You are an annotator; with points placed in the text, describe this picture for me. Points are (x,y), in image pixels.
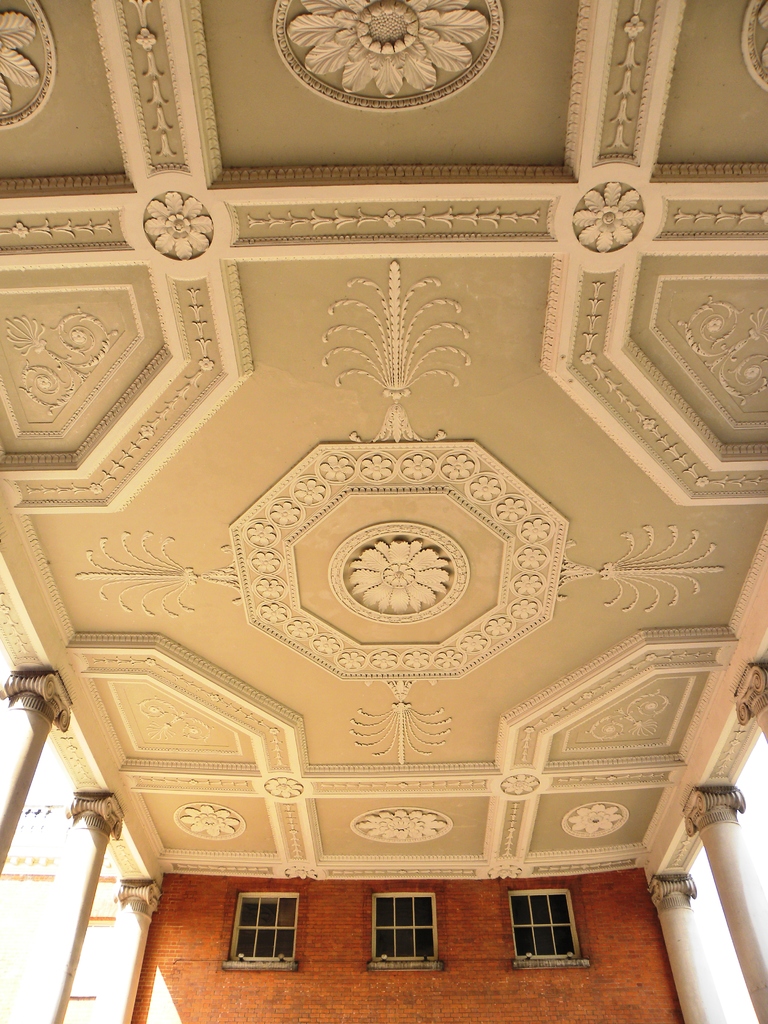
In this image we can see roof (355,260) which has some designs (411,240) of flowers (374,344) and in the background of the image (404,972) there is brick wall (605,933), windows (432,898), there are some pillars (758,698) on left (97,818) and right side of the image (706,877).
